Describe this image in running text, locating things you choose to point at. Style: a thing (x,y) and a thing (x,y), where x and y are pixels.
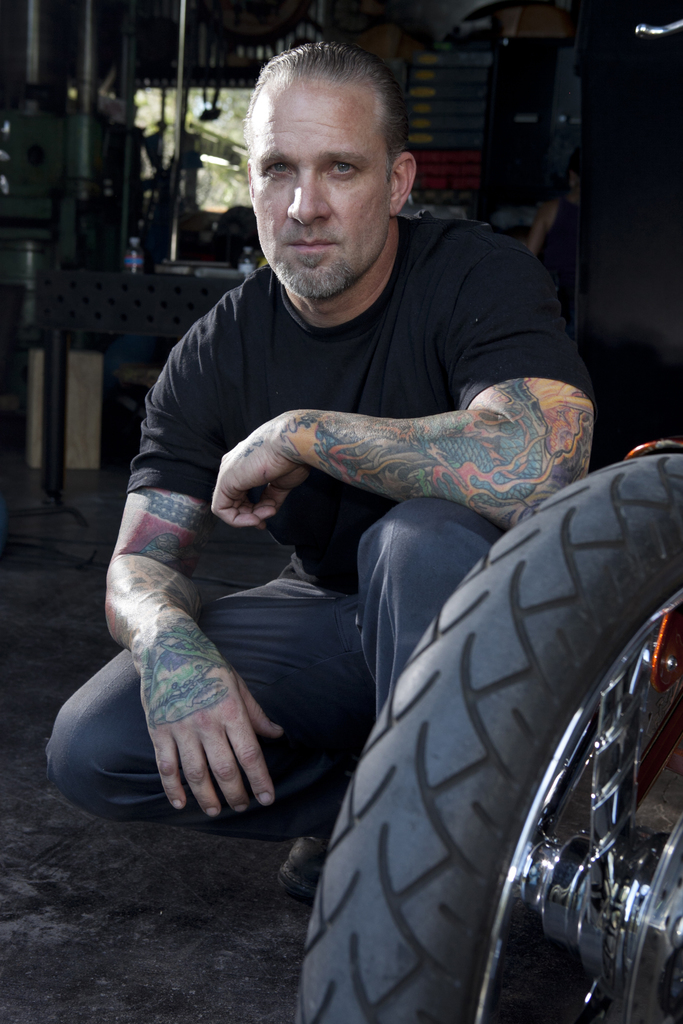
In this image we can see a man (269,680). He is wearing black color t-shirt (354,405) and pant (342,619). We can see tattoos (373,425) on his hand (401,463). Right bottom of the image (519,797) tire (524,791) is there. Background of the image (65,383) poles (179,69) are there.
